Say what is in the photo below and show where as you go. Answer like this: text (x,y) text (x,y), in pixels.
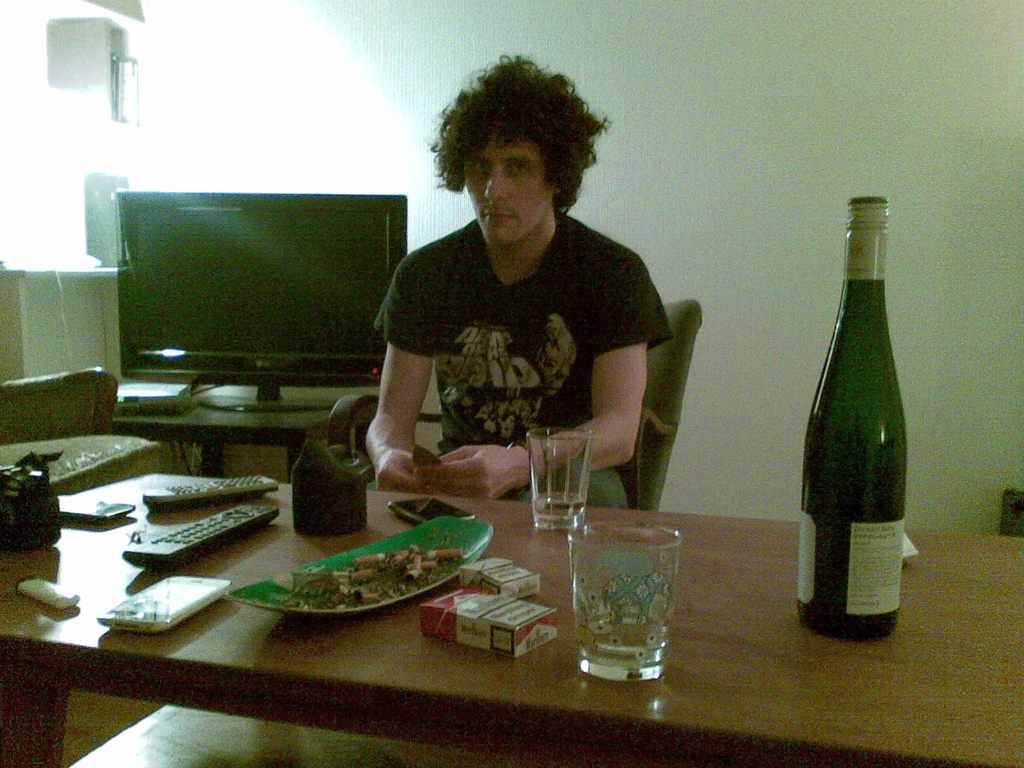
In the image we can see there is a person (544,328) who is sitting on chair (669,359) and in front of table (56,562) there is a remote (254,520), wine bottle (860,231), glass (574,497), cigarette packets (510,616) and a mobile phone (407,499) and an ash tray (370,590) and behind him there is a television (270,303).
